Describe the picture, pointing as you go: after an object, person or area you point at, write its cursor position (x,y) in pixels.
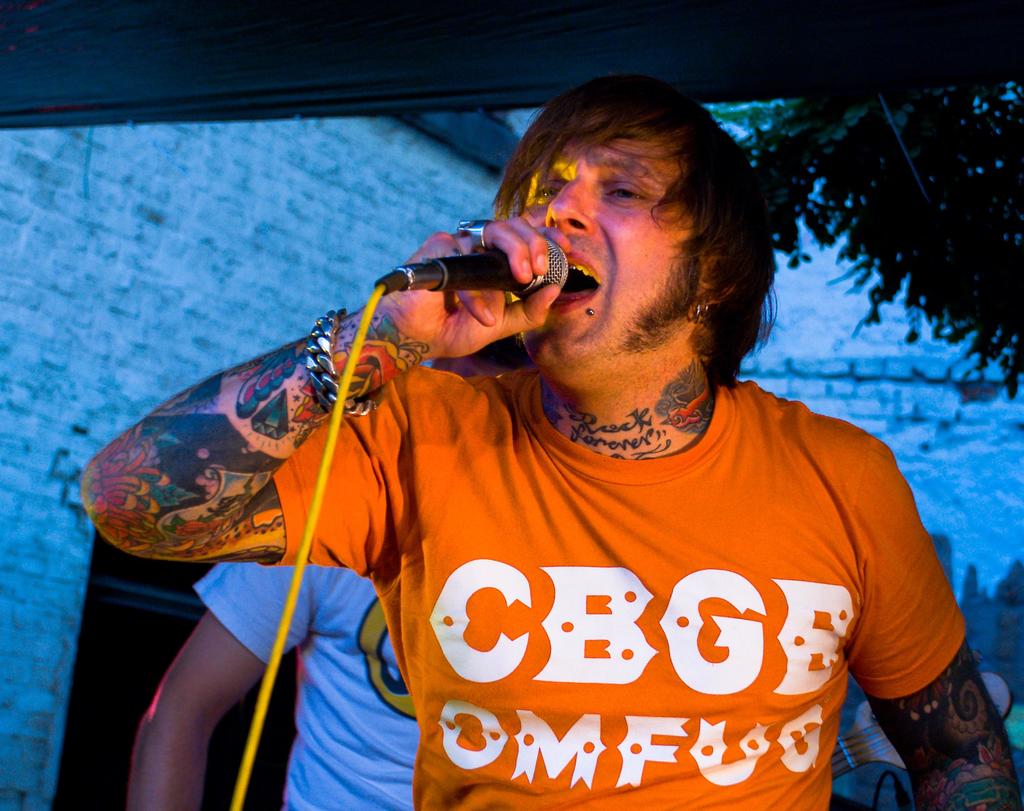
In this picture I can see a person (543,357) holding the microphone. I can see a person (316,597) in the background (327,597). I can see the tree (856,159) on the right side (786,182).
